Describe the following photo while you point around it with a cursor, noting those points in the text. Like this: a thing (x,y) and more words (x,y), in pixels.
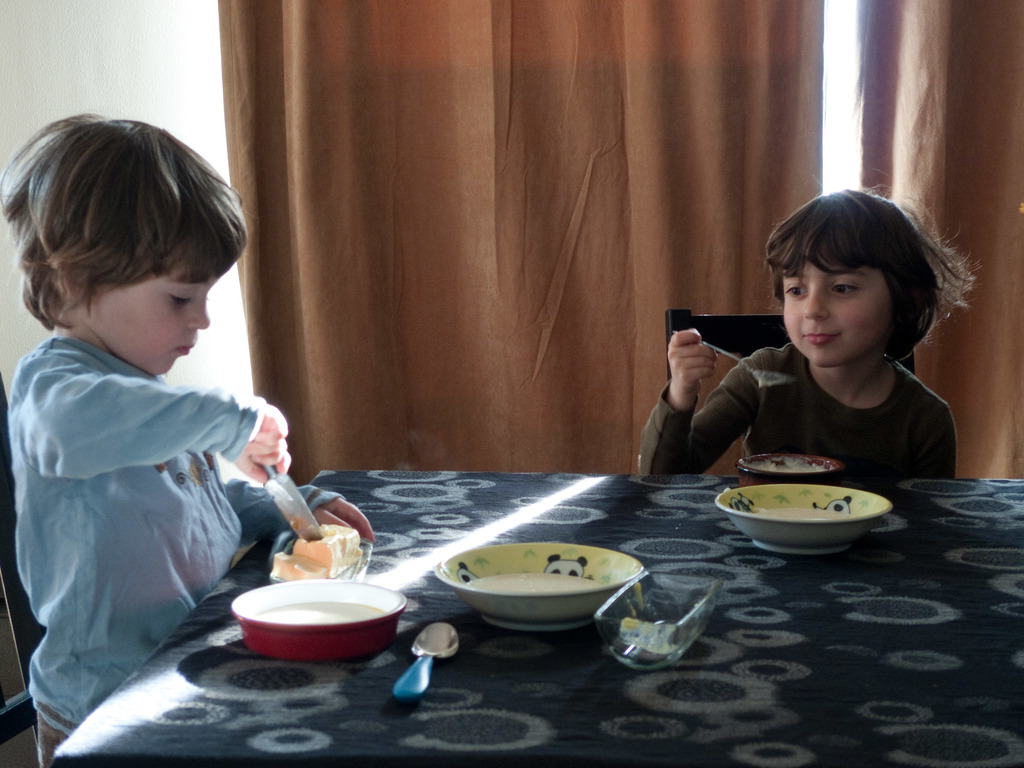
In this image, we can see kids (670,428) and are holding objects (710,346), one of them is sitting on the chair (709,328) and we can see bowls (563,602), spoons (769,374) and some food items (791,460) on the table (542,749). In the background (648,93), there is a curtain (894,125).
